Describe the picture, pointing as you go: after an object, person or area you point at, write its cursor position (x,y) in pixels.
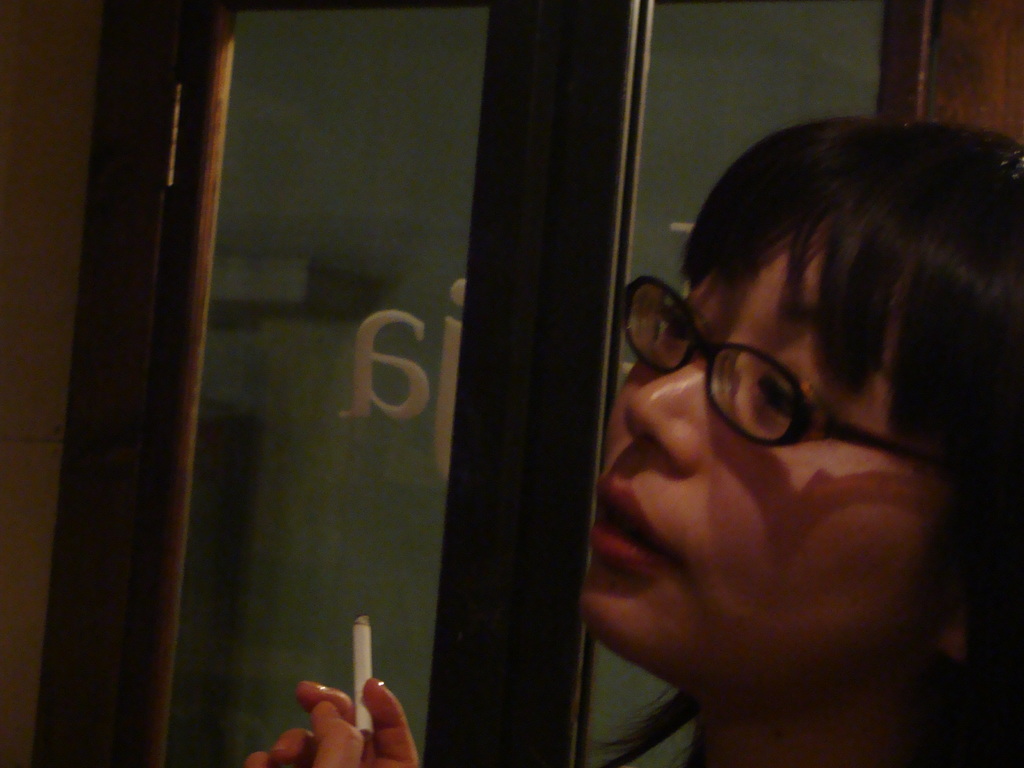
In the image we can see a person (857,425) wearing spectacles (774,421) and holding a cigarette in hands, and here we can see the text (368,338).
